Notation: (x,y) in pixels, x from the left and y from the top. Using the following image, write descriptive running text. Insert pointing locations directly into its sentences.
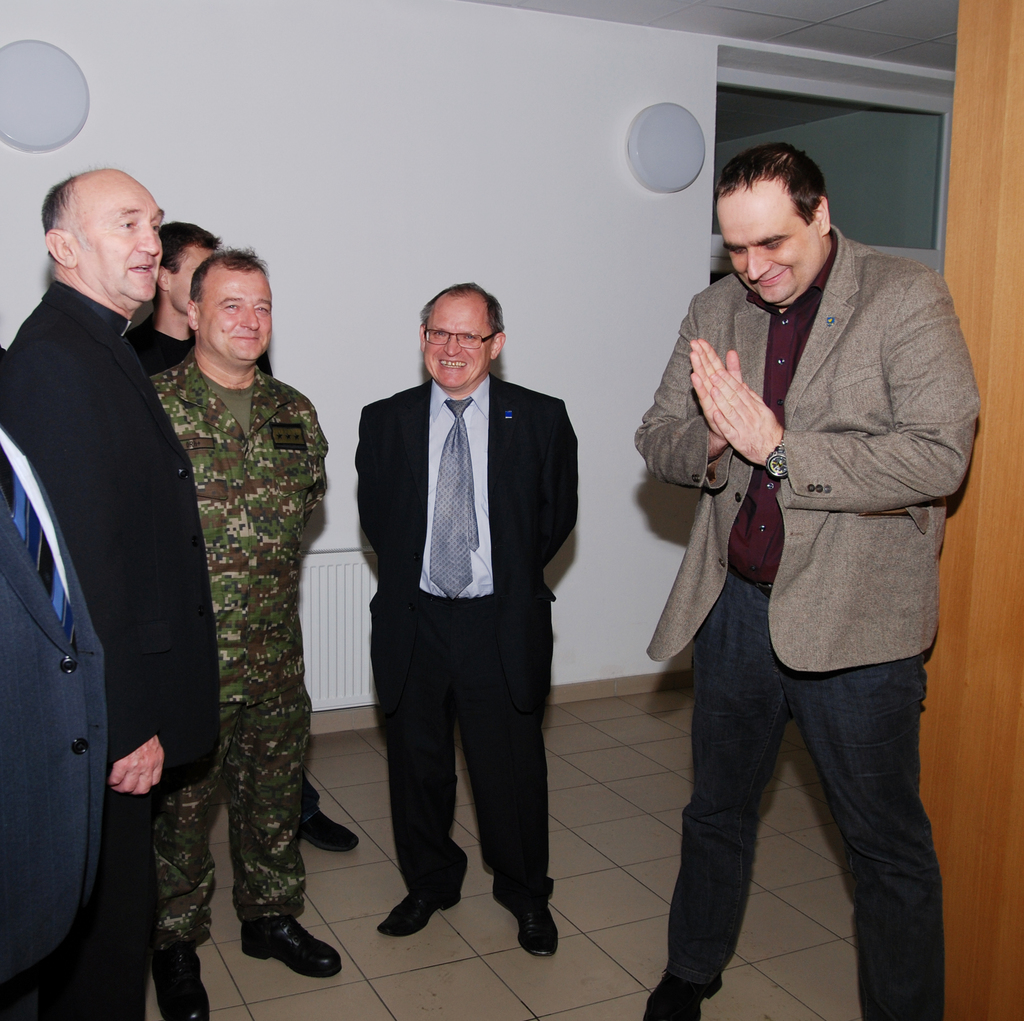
In this image, we can see some people (780,502) standing, in the background (446,48) there is a wall (379,177) and there is a door (984,533).
